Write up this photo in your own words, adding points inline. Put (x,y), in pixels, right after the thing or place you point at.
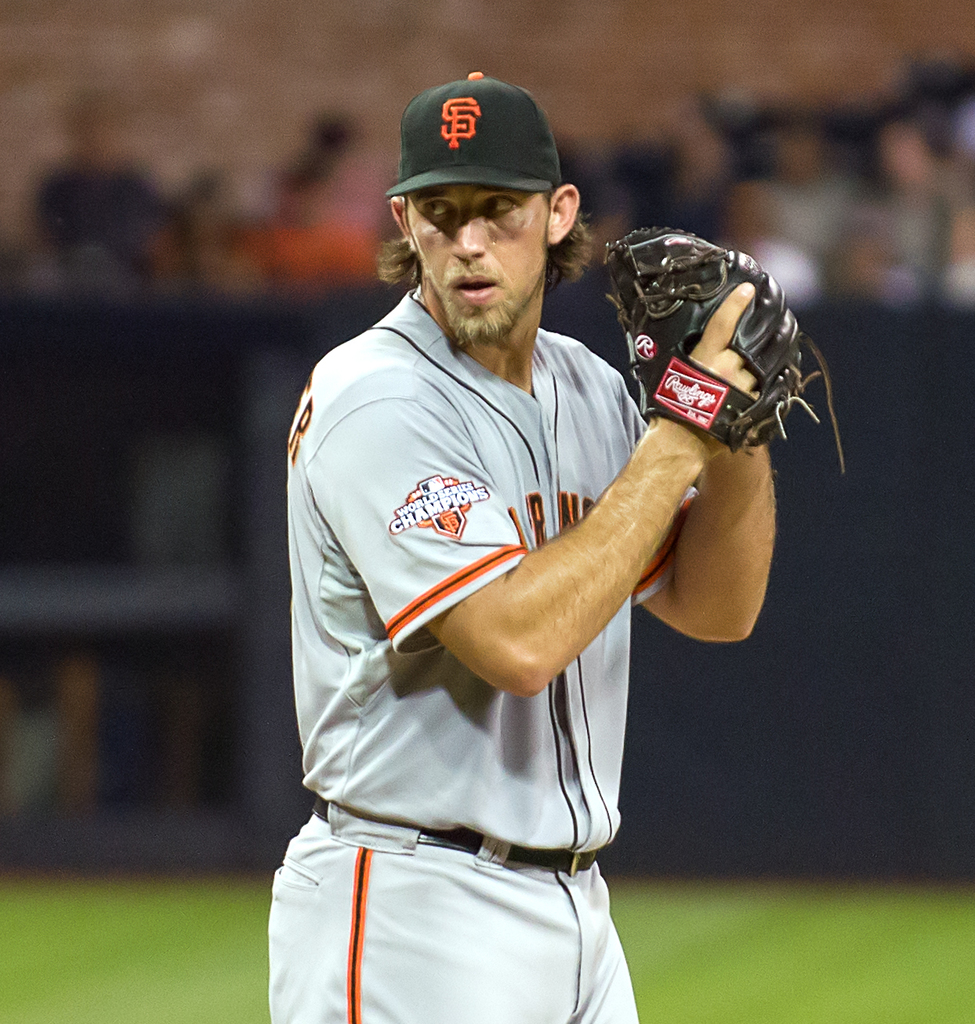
In the image there is a man (487,417) wearing grey jersey (449,494) and black cap (470,170) and gloves (704,317) to hands (696,354) standing on the grass field (731,950), this seems to be baseball game, in the back (139,647) there is fence (812,641) with many people (818,163) standing behind it.
